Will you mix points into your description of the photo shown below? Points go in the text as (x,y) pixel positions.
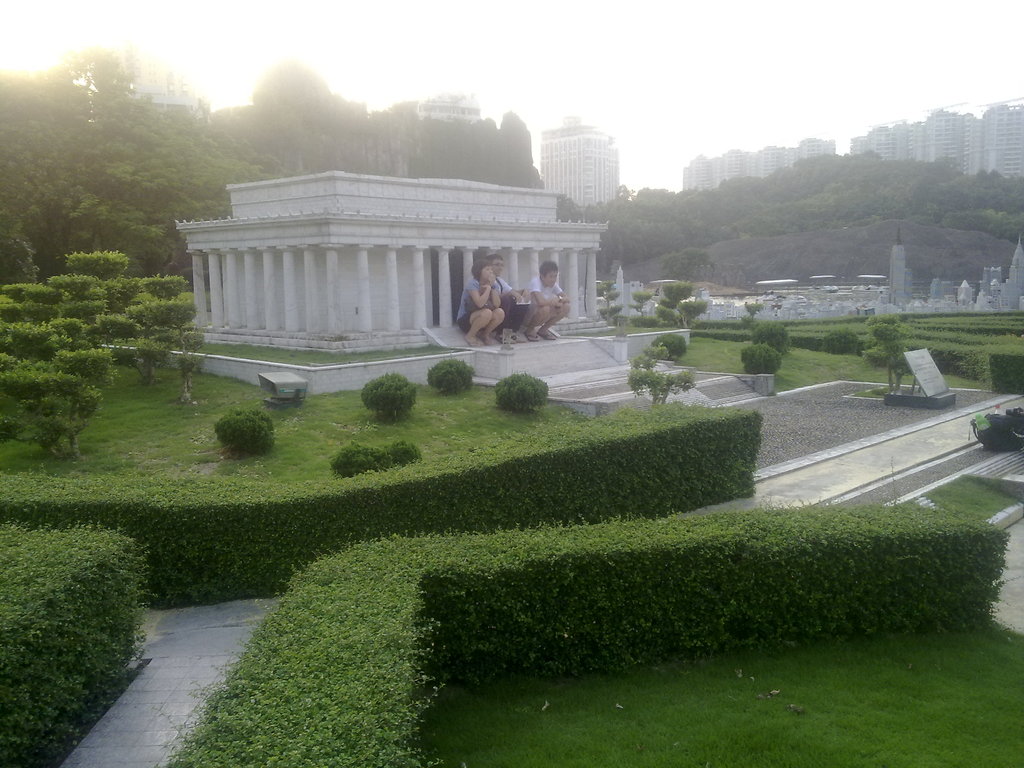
In this image I can see few building (728,174), trees (774,189), few people (538,310) are sitting. In front I can see a board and green grass (640,679). The sky (835,109) is in white color.
